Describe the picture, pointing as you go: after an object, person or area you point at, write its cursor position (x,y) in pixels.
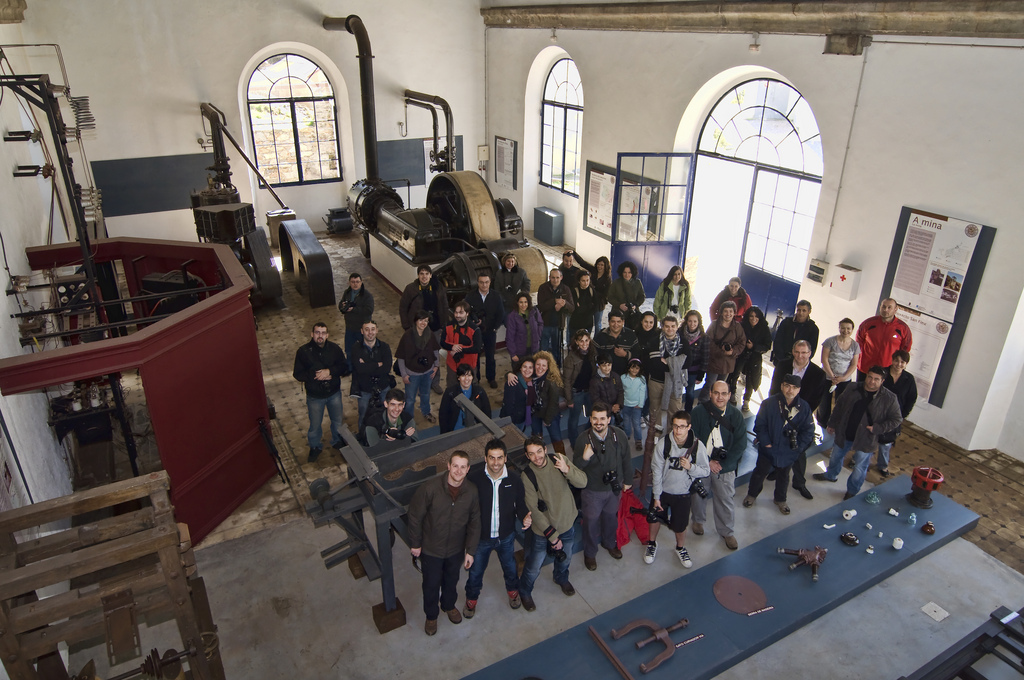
In the middle of the image (356,444) few people (430,580) are standing and watching and there are some machines (65,637). At the bottom of the image (539,661) there is a table (552,648), on the table (958,506) there are some products (917,504). At the top of the image (861,211) there is a wall (1009,203), on the wall (3,163) there are some windows (282,181).
